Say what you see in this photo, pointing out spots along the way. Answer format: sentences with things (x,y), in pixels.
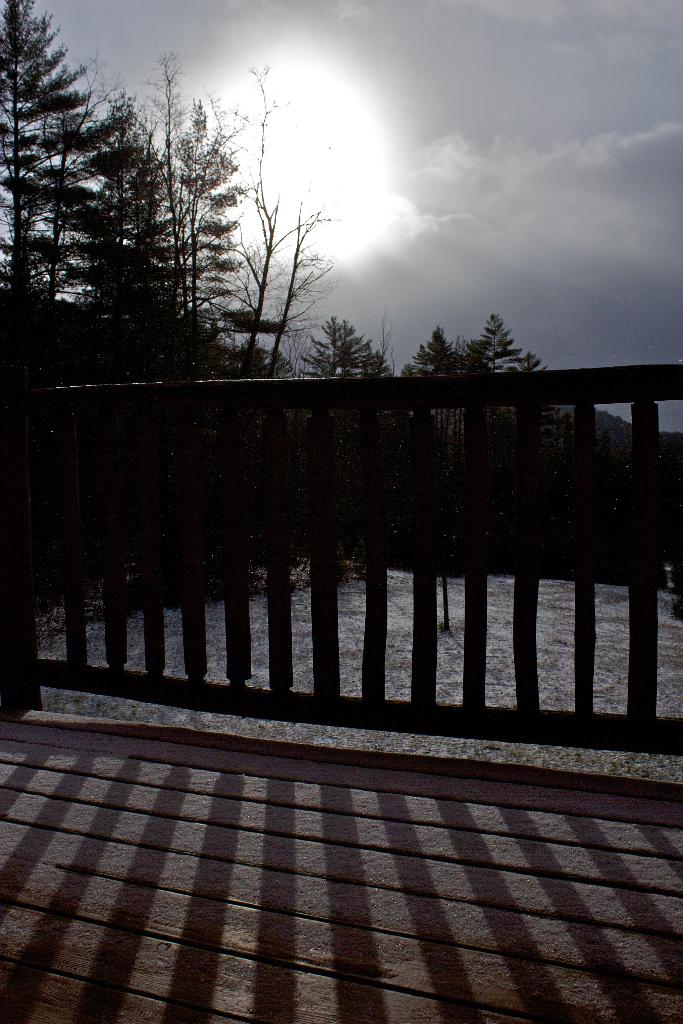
In this picture I can see trees (24,187) and a fence (1,394) and I can see sun light (372,203) in the sky (371,225).
